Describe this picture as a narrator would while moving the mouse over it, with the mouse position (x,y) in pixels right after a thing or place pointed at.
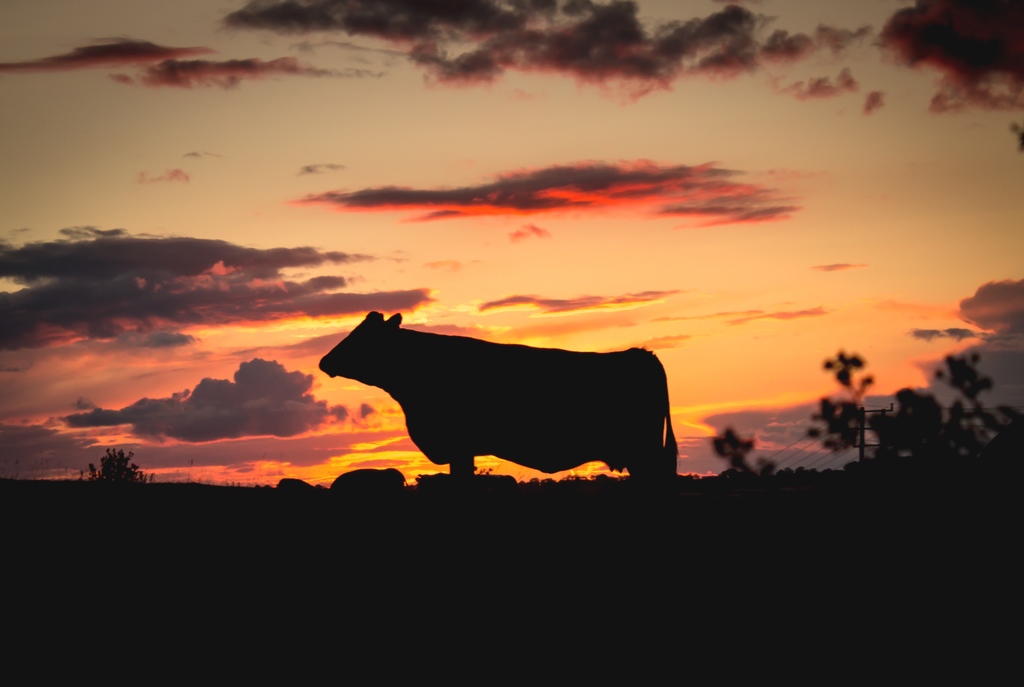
In the center of the image (505,448) we can see a cow (509,433). We can also see some stones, plants (847,438), an utility pole (873,411) with wires (821,434) and the sky (704,285) which looks cloudy.
